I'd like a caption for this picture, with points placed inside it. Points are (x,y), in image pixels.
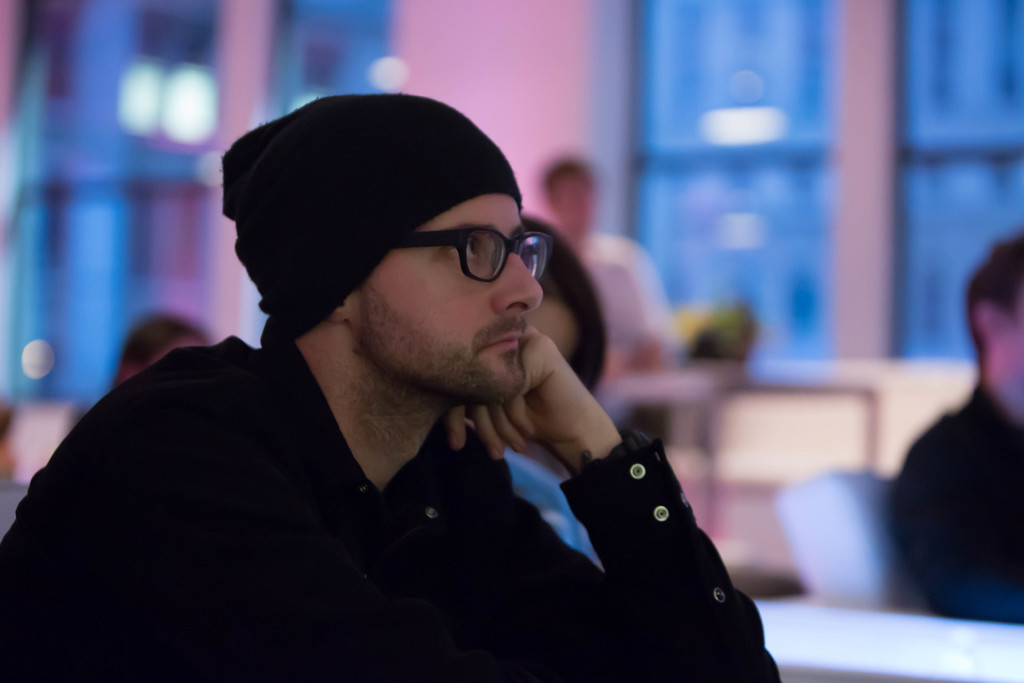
In this image there is one man (367,435) who is sitting and he is wearing spectacles (443,244) and a black cap (359,226). On the background (90,129) there are windows (171,77) and wall (549,104) is there, and some people (586,234) are there on the background (568,285).
